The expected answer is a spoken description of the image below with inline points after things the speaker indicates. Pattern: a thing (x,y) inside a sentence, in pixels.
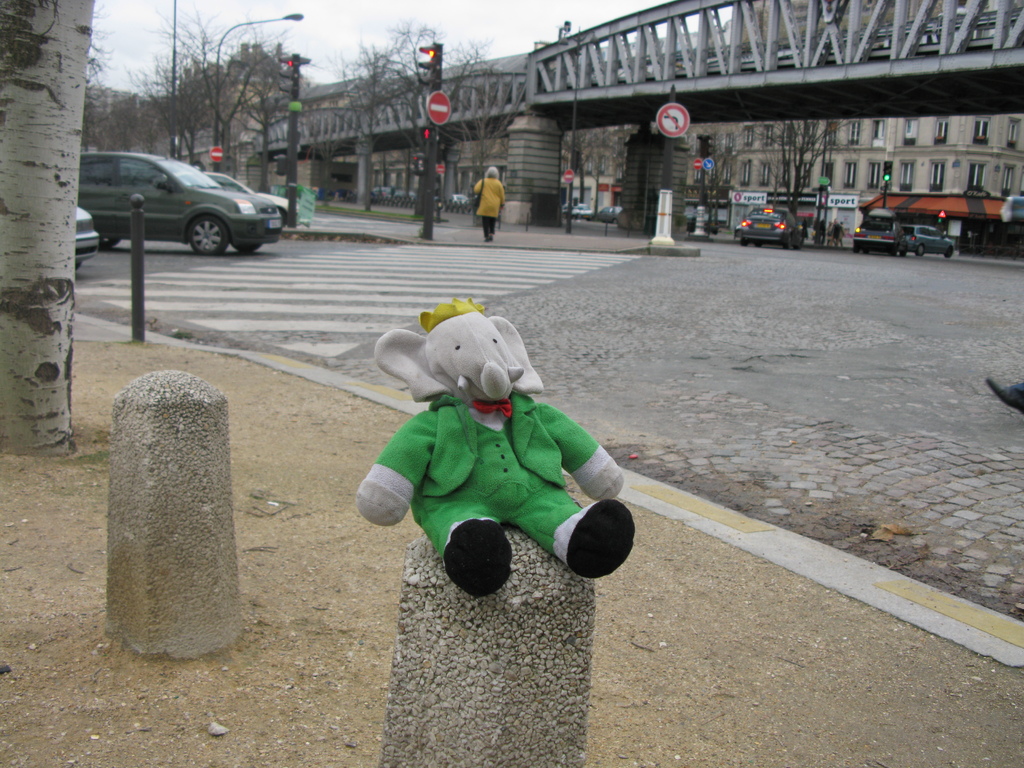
In this image I can see a grey colour soft toy (470,485), I can see this toy (485,444) is wearing green colour dress (486,464). In background (111,170) I can see a bridge (492,129), few sign boards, few poles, few signal lights (434,52), number of vehicles (941,238) on road (393,285), white lines (274,322) on this road (328,363) and I can also see few people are standing. Over there I can see a building (833,144) and I can also see number of trees (417,123).
